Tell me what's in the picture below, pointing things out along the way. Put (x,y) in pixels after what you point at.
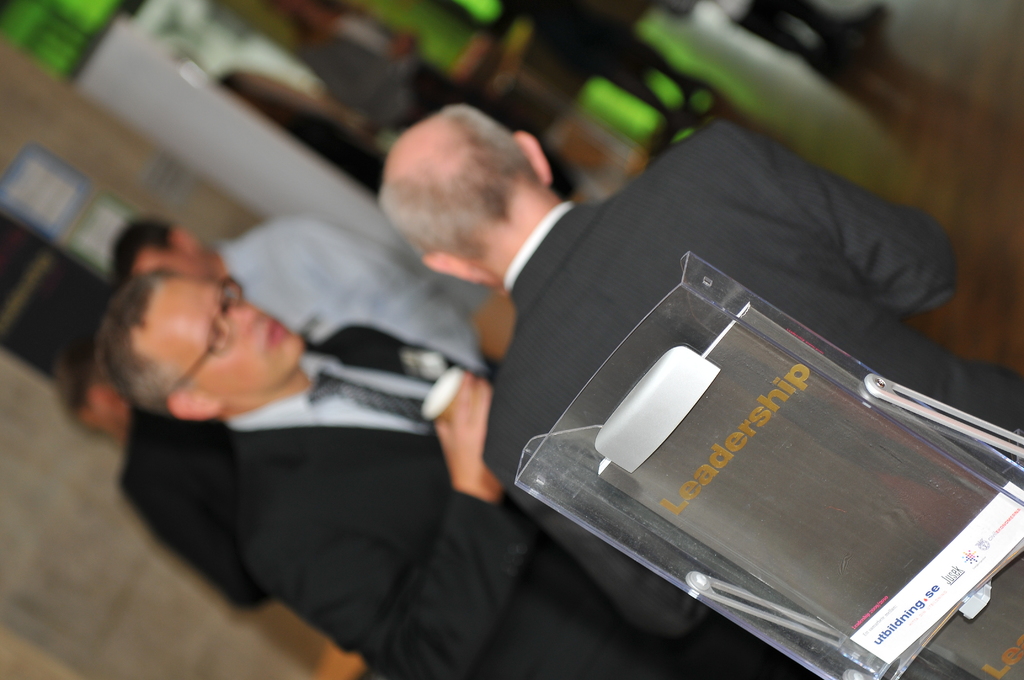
In this image I can see the books (816,524) on the glass stand (699,443). In the background (433,383) I can see the group of people (371,344) standing and boards (32,176) to the wall (57,152). I can see the background (258,135) is blurred.
